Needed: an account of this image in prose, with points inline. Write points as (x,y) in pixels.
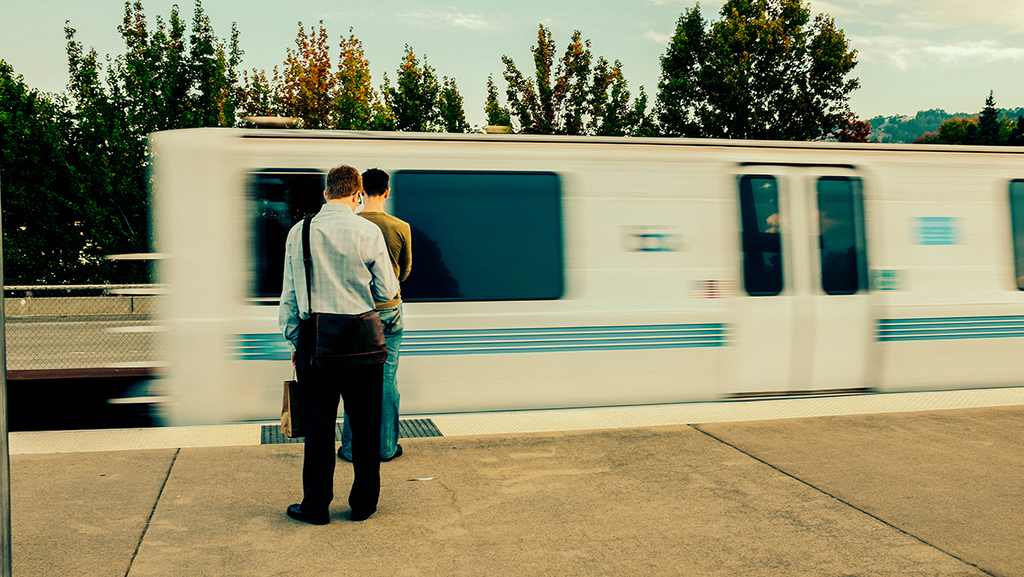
This is the picture of a railway station (284,481). In the foreground (361,320) there are two persons (346,379) standing on the platform (343,547). There is a train (263,236) in the middle of the image (477,279). There are trees (460,107) behind the train (992,186) and there is a fence (48,308). At the top (403,26) there is sky (445,26) and there are clouds (860,49). At the bottom (504,504) there is a platform (504,522).
